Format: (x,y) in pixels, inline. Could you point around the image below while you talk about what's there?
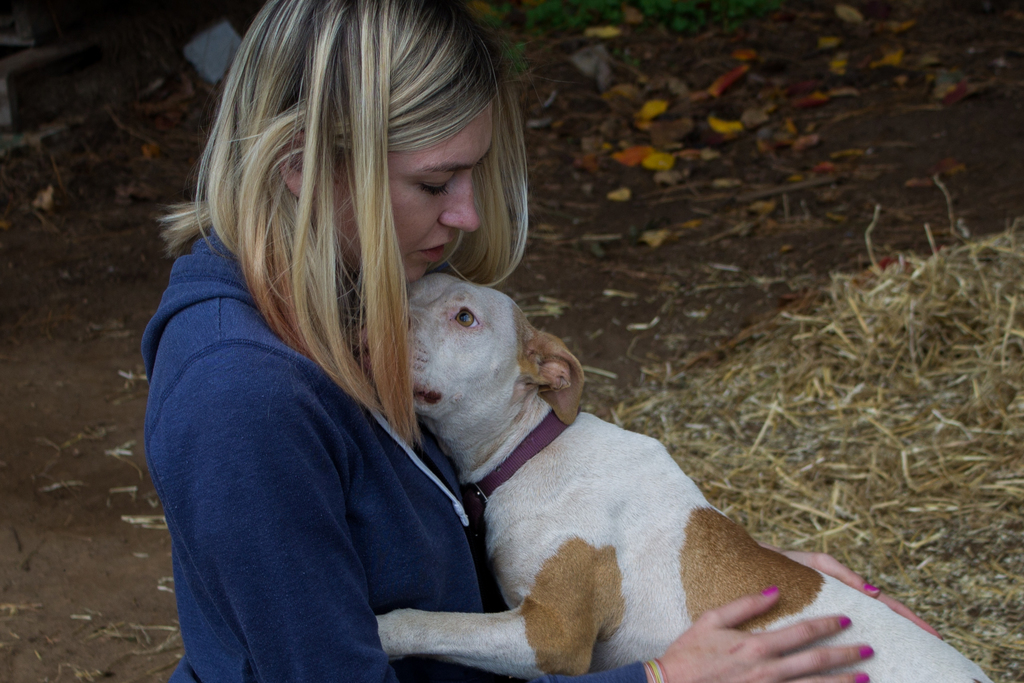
In this picture we can see women (316,253) wore blue color jacket (374,415) holding dog (644,496) with her hands (688,623) and in the background (575,132) we can see path (657,140) with leaves (672,126) on it, grass (776,369).
